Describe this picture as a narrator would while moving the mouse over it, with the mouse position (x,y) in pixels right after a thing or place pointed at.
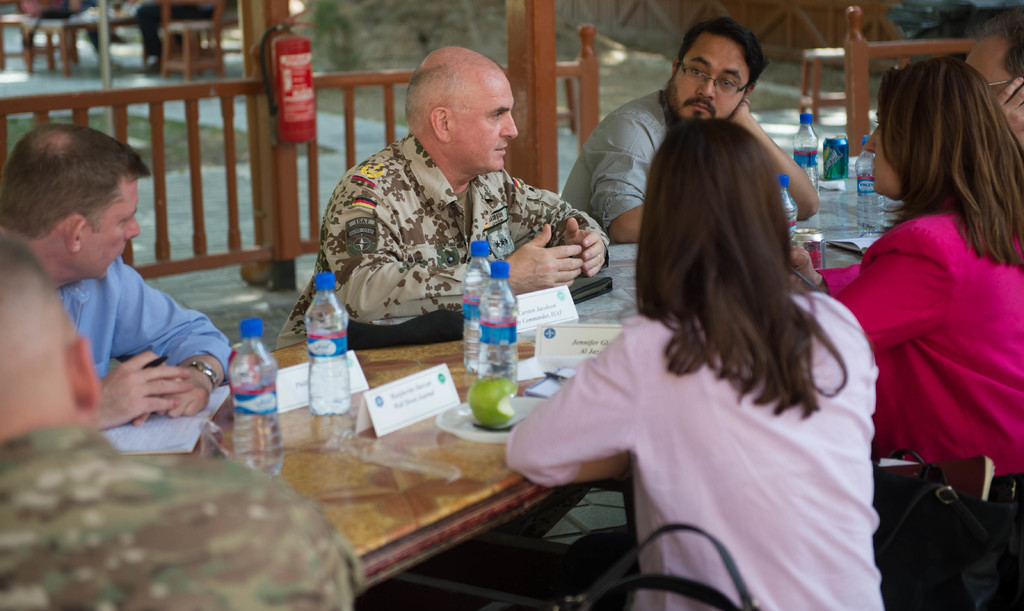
In this picture we can see some persons (702,147) sitting on chair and in front of them there is table (293,353) and on table (529,354) we can see bottles (326,373), name boards (300,370), plate (464,418), papers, tin (822,256), fruit (475,389) on plate (517,421) and in background (285,127) we can see fence (347,115), fire extinguisher (298,64), path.
